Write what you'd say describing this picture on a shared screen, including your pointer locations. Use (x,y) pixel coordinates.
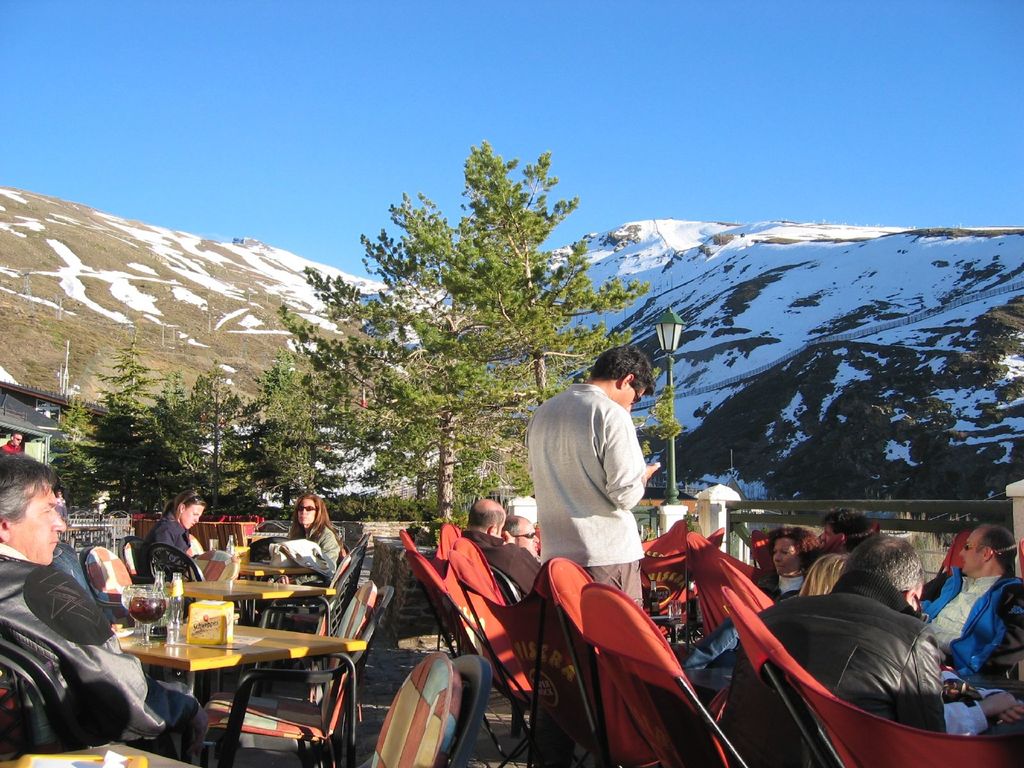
In this picture we can see some persons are sitting on the chairs (684,680). This is the table (270,646). On the table (236,659) there is a glass (141,595) and a box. Here we can see a person (616,363) who is standing on the floor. This is pole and there is a tree (444,315). Here we can see snow (807,272). And this is the sky (680,105).
